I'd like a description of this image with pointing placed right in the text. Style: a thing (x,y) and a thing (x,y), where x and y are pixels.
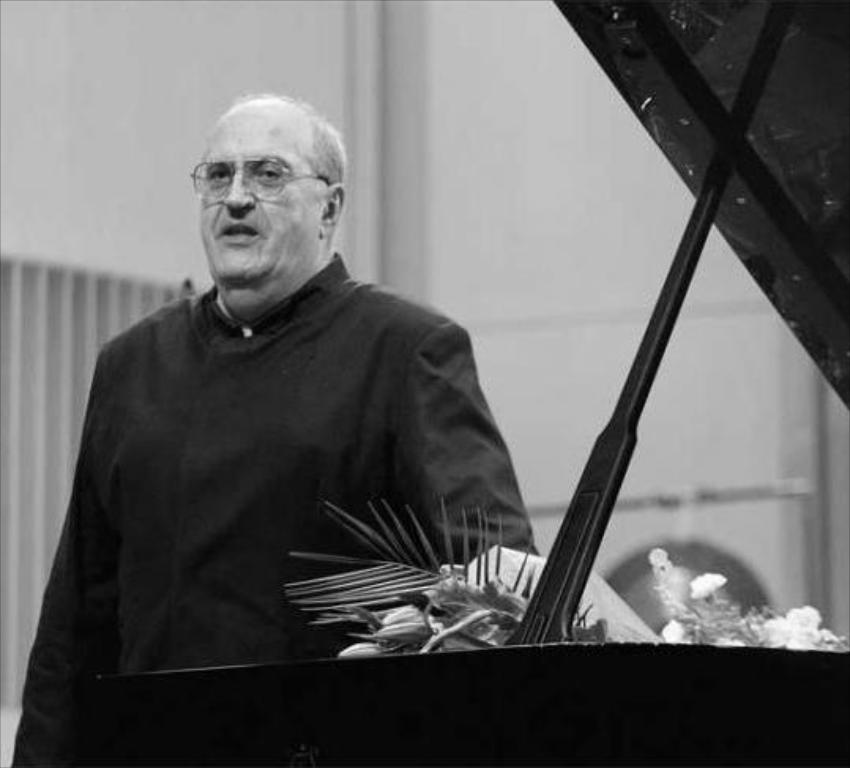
In this picture we can see a man (229,383), on the right side (800,725) it looks like a piano (790,720), we can also see flowers (740,627) and leaves (716,602) on the right side (752,636), in the background (499,88) there is a wall (528,315), it is a black and white image.
